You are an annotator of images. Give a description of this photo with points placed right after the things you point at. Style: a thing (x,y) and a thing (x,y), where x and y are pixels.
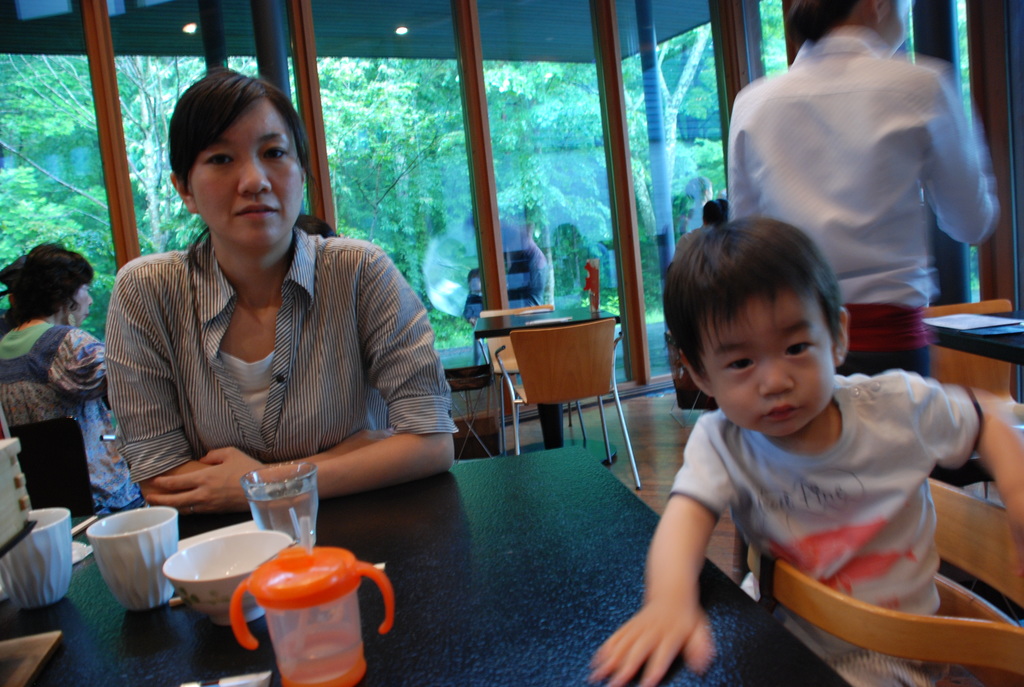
A woman (411,403) and a child (757,487) is sitting on chairs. In front of them there is a table (532,540). On the table (530,555) there are cups (141,515), glass (302,514), bowls (246,569), and a feeding bottle (304,592). In the background (500,359) there are tables (510,326), chairs (531,358), wall (460,203), trees (413,170).
